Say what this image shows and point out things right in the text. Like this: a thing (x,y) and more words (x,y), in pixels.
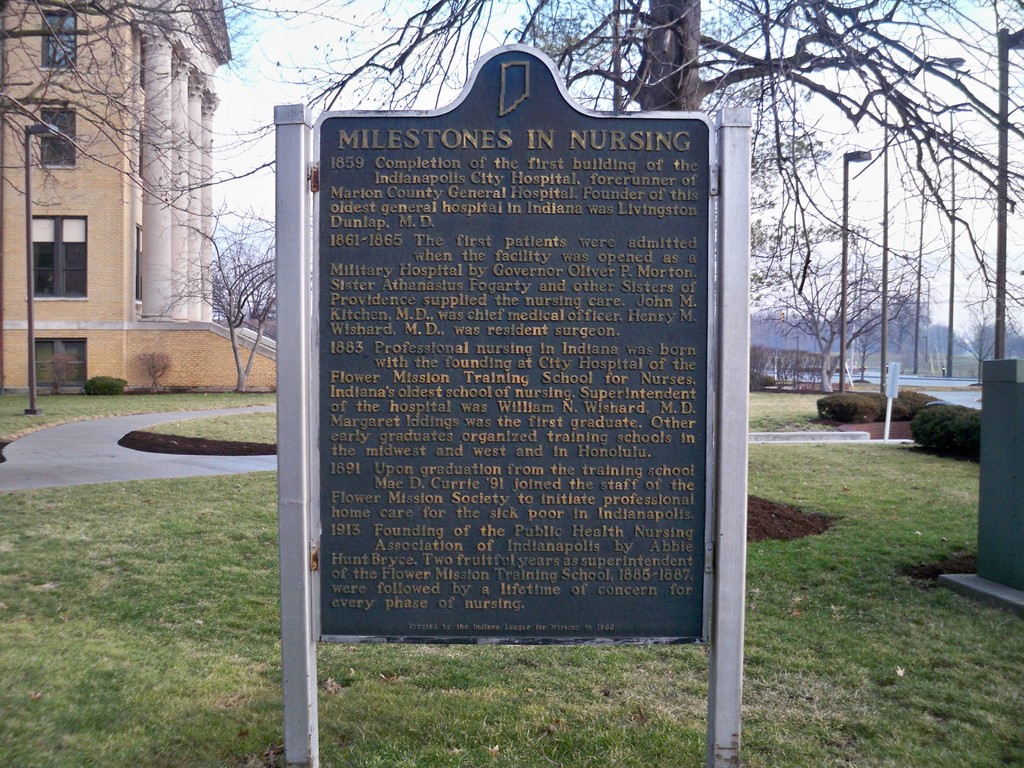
In the middle (342,293) I can see a board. In the background (786,542) I can see grass (882,445), light poles (843,319), trees (235,306), building (123,156) and the sky (254,5). This image is taken during a day.
